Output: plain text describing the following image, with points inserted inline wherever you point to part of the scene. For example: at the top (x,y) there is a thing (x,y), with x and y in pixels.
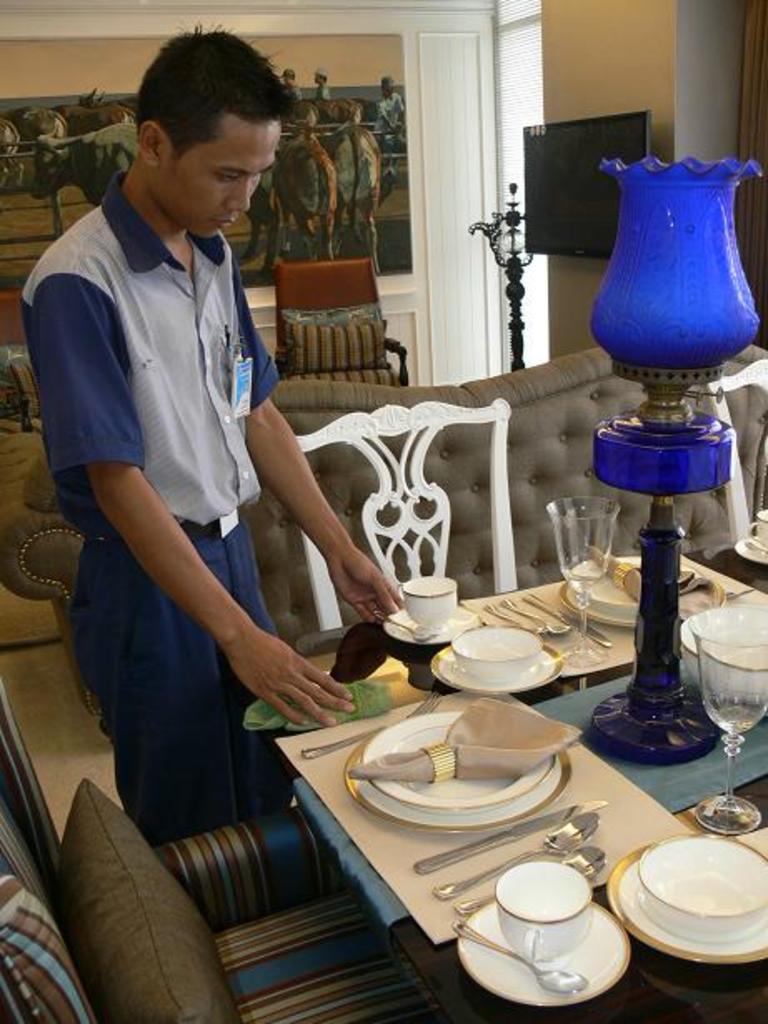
Top left side of the image (168,93) a man (253,462) is standing and cleaning the table (401,656). Bottom left side of the image (20,834) there is a chair (280,867). Bottom right side of the image (638,1003) there is a table (426,952) on the table (766,971) there are some plates (726,962), spoons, forks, knives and there is a lamp (630,271). Top of the image (484,323) there is a wall (571,98) on the wall (658,126) there is a screen (570,126) and there is a frame (41,115). In the middle of the image (467,480) there is a couch (437,399).
